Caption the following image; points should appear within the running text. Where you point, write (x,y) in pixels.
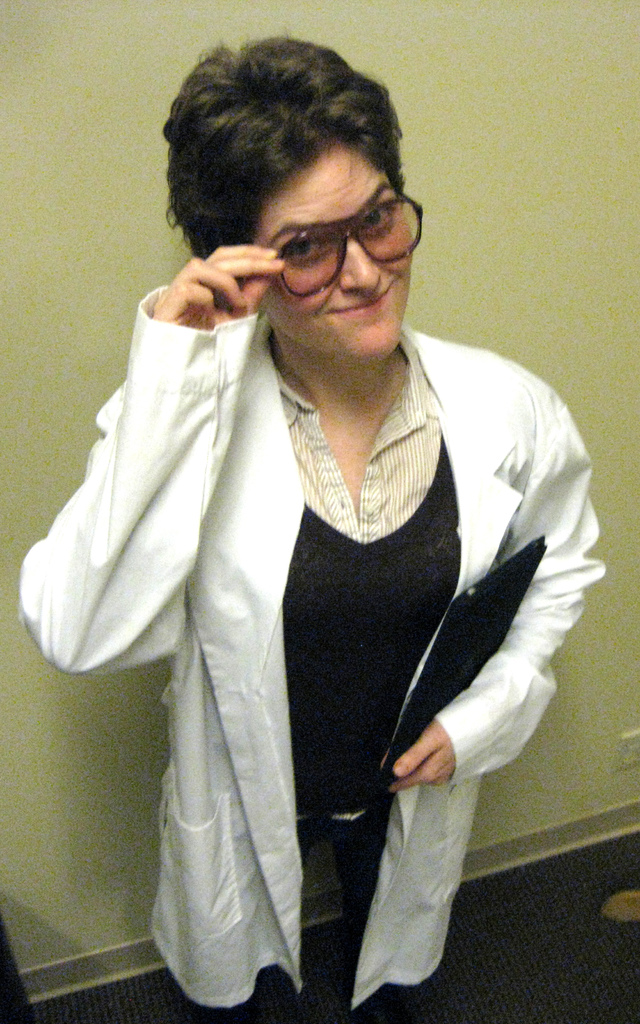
In this image I can see a woman (250,679) wearing white and black colored dress (213,711) is standing and holding a black colored object (484,621) and spectacles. In the background (529,268) I can see the cream colored wall (498,174).
